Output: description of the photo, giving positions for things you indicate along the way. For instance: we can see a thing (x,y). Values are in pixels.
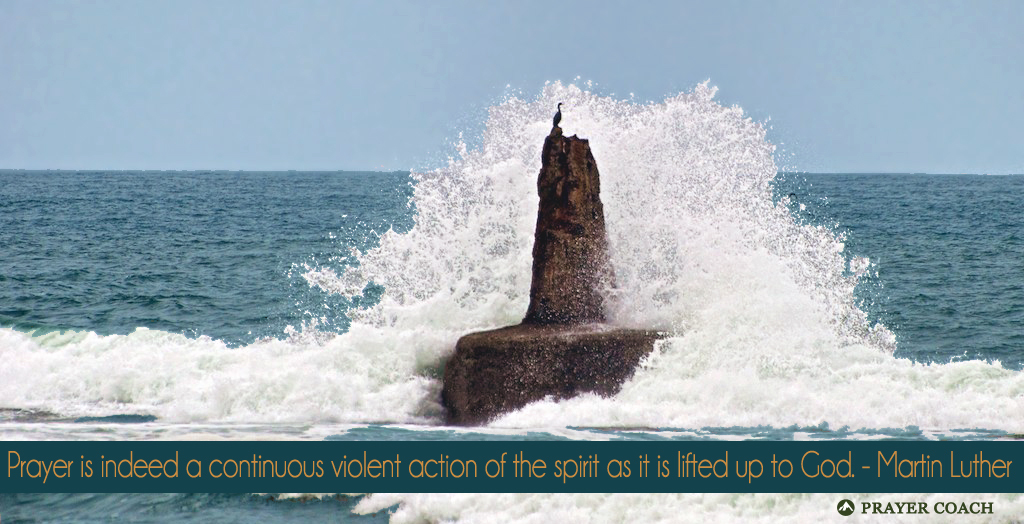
In the center of the image (557,289) there is a rock (556,245) and on top of it there is a bird (558,121). Behind the rock (560,140) there is water (205,255). In the background of the image (316,96) there is sky (297,65). At the bottom of the image (137,476) there is some text (705,465) written on it.
